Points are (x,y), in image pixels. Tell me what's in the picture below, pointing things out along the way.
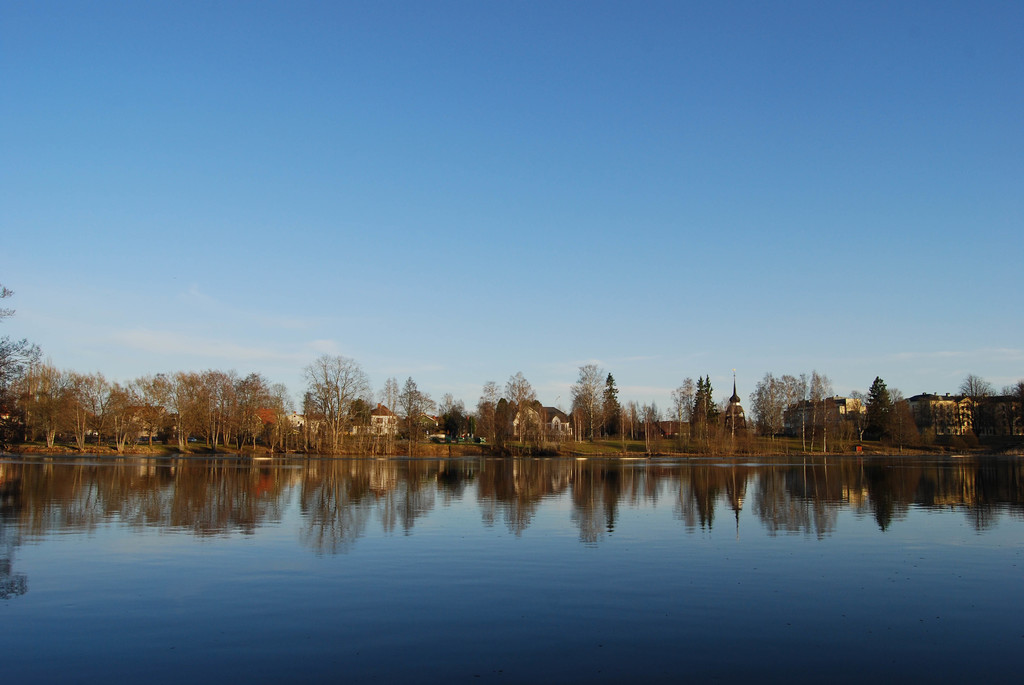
In this image there is water (433,550) in the middle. In the background (325,438) there are houses (297,415) and trees (428,411) between them. At the top (441,145) there is the sky (307,181). There are reflections (580,480) on the water (594,496).
